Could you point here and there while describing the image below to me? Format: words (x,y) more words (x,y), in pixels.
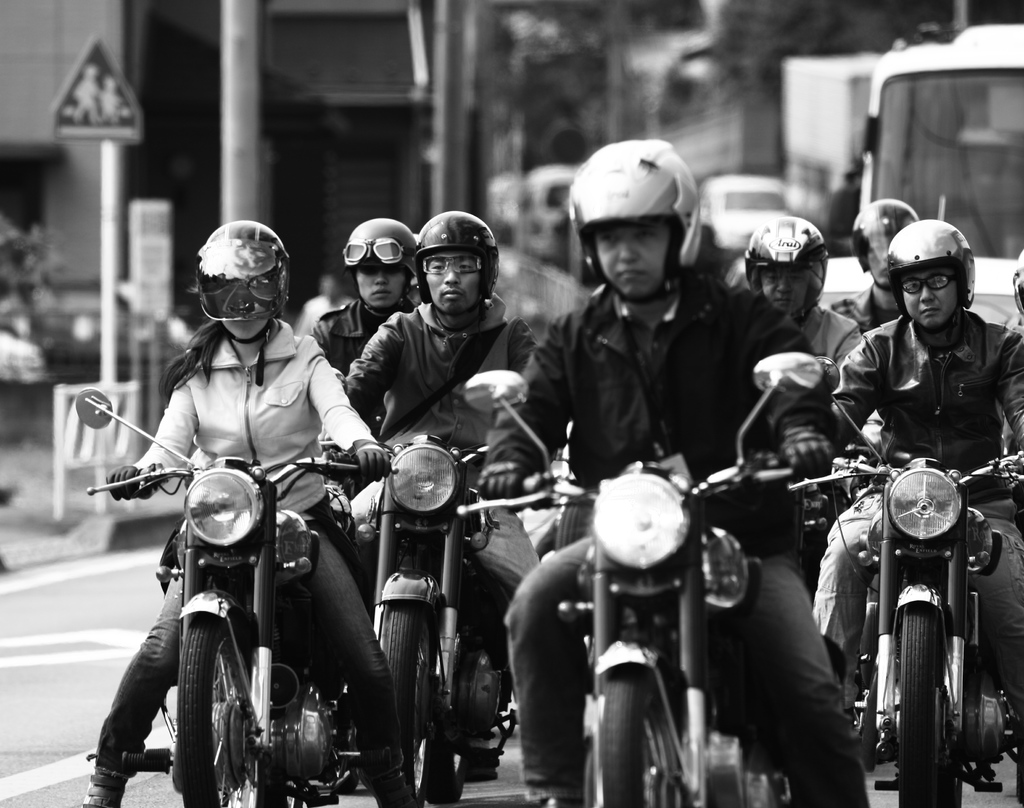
This picture shows group of people (222,338) riding motorcycles (910,616) and we see few vehicles (812,161) on the back (787,134) and we see some sign boards (117,123) and few houses (356,115).
